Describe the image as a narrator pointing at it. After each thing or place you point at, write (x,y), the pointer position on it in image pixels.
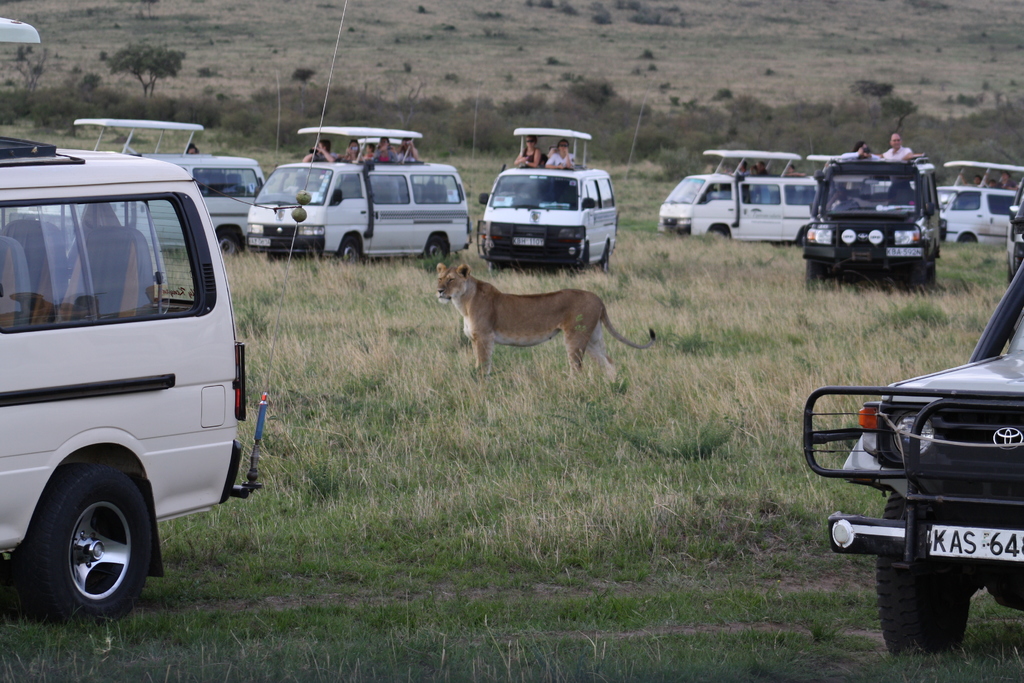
In this image I can see an open grass ground (800,418) and on it I can see number of vehicles (164,196) and in the centre (467,275) I can see a lion (451,299) is standing. In the background (888,161) I can see few people (898,145) on these vehicles (503,192).
